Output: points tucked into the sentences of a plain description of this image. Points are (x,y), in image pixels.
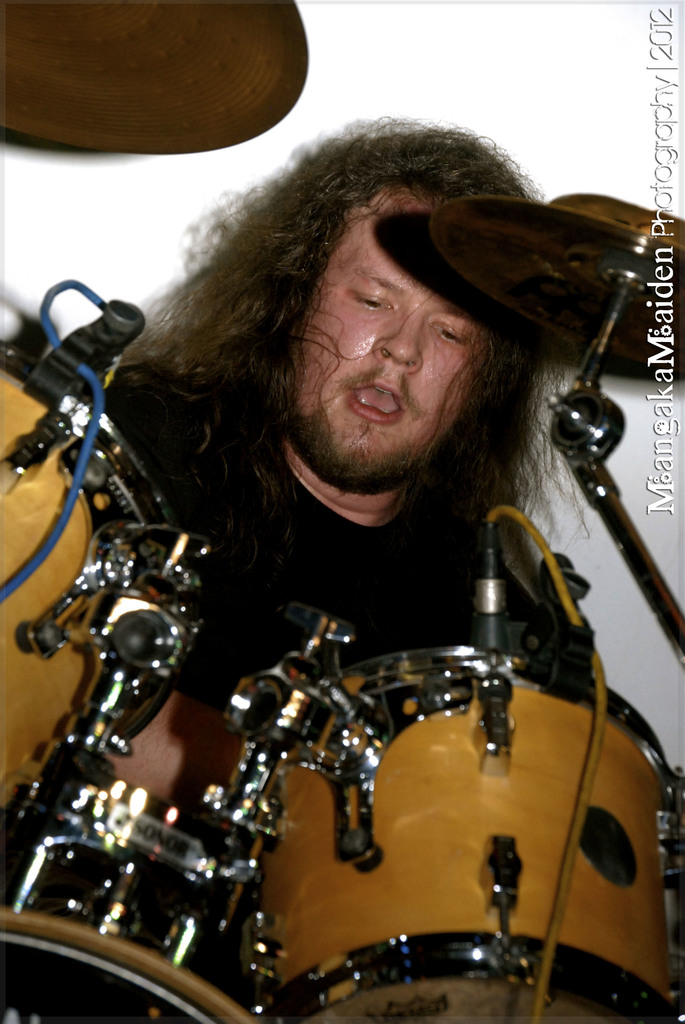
At the bottom of the image (519,1021) there are some drums (77,937). Behind the drums (108,986) a person (272,206) is sitting.
